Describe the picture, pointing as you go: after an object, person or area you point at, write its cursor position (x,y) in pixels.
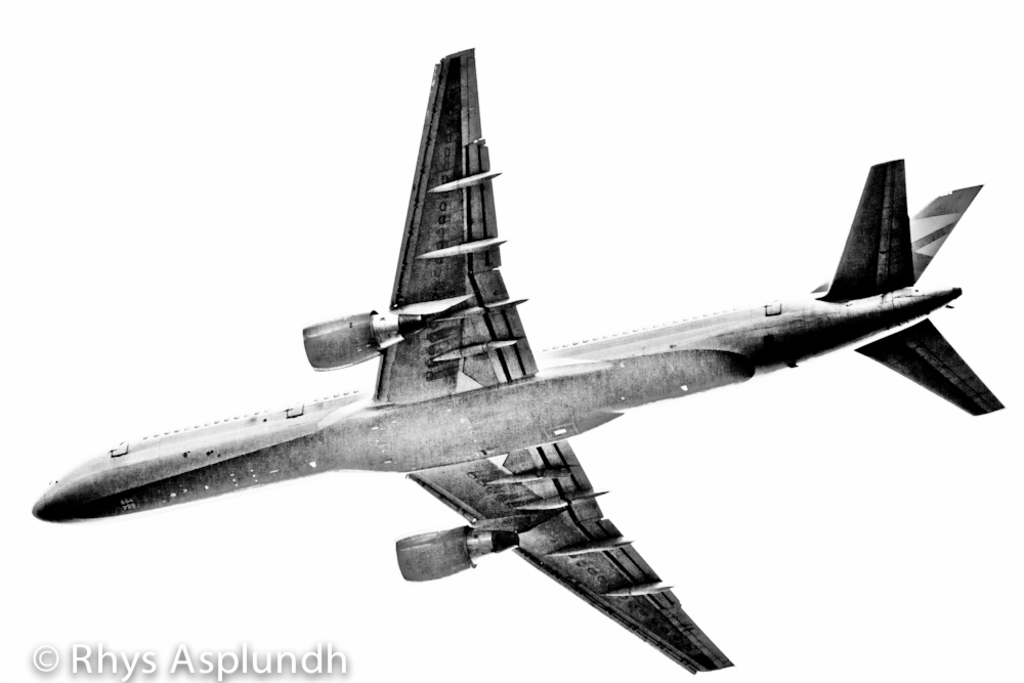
In this image there is an airplane (474,414) flying in the sky (753,171) and there is some text (208,667) written on the bottom left of the image (179,671).
